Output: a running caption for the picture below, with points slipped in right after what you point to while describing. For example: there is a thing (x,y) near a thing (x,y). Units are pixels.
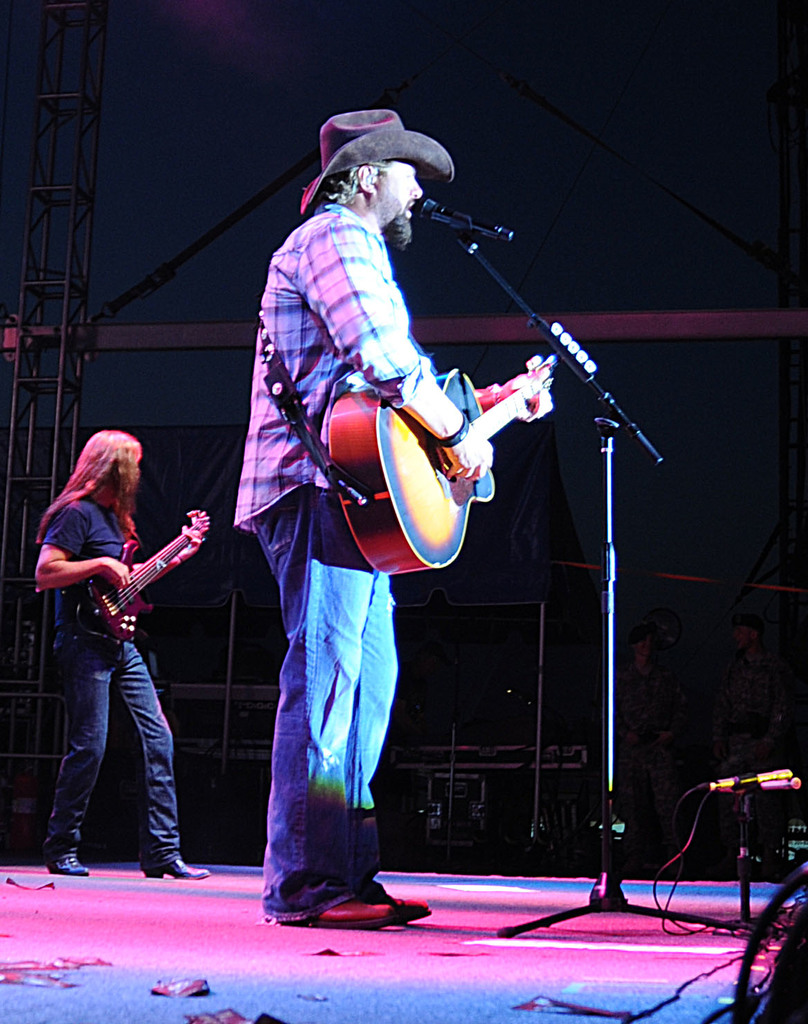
Here we can see that a person (439,166) is standing on the floor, and holding guitar (408,478) in his hands (462,445) and singing, here is the microphone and stand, and at side here a person (132,527) is standing and playing guitar (136,565).
